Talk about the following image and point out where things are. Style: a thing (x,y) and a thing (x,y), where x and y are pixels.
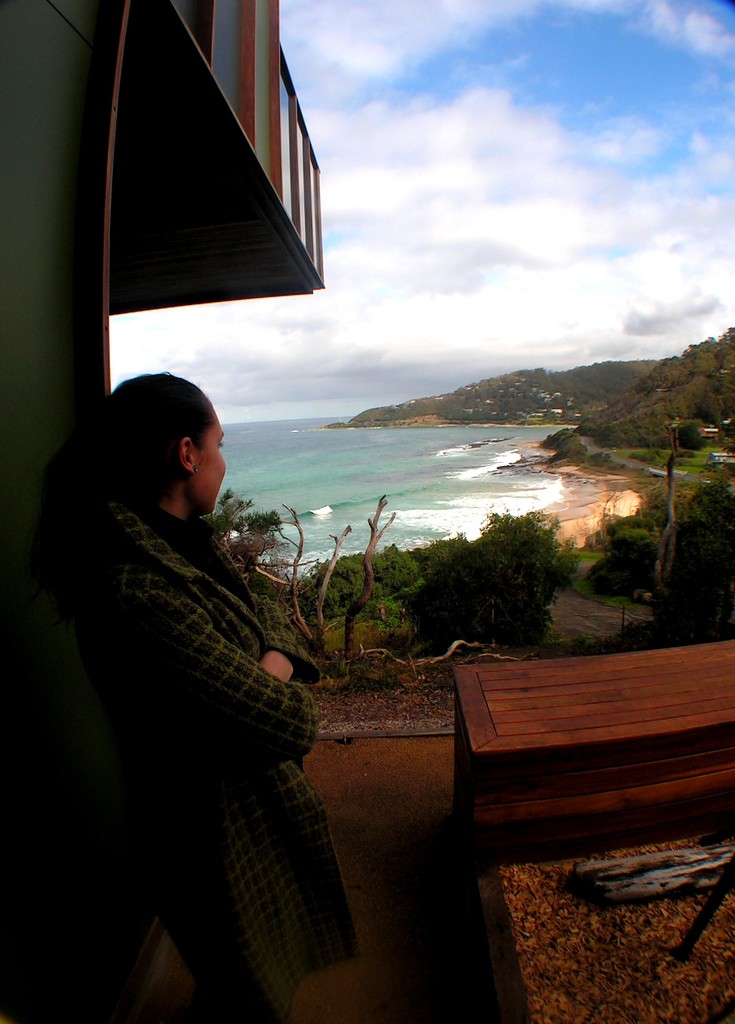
In this image I see a woman (187,538) over here who is standing and I see number of trees (503,532) and I see the brown color thing (586,698) over here. In the background (366,467) I see the water (335,446) and I see the sky (521,180) and I see the wall (51,126) over here.
